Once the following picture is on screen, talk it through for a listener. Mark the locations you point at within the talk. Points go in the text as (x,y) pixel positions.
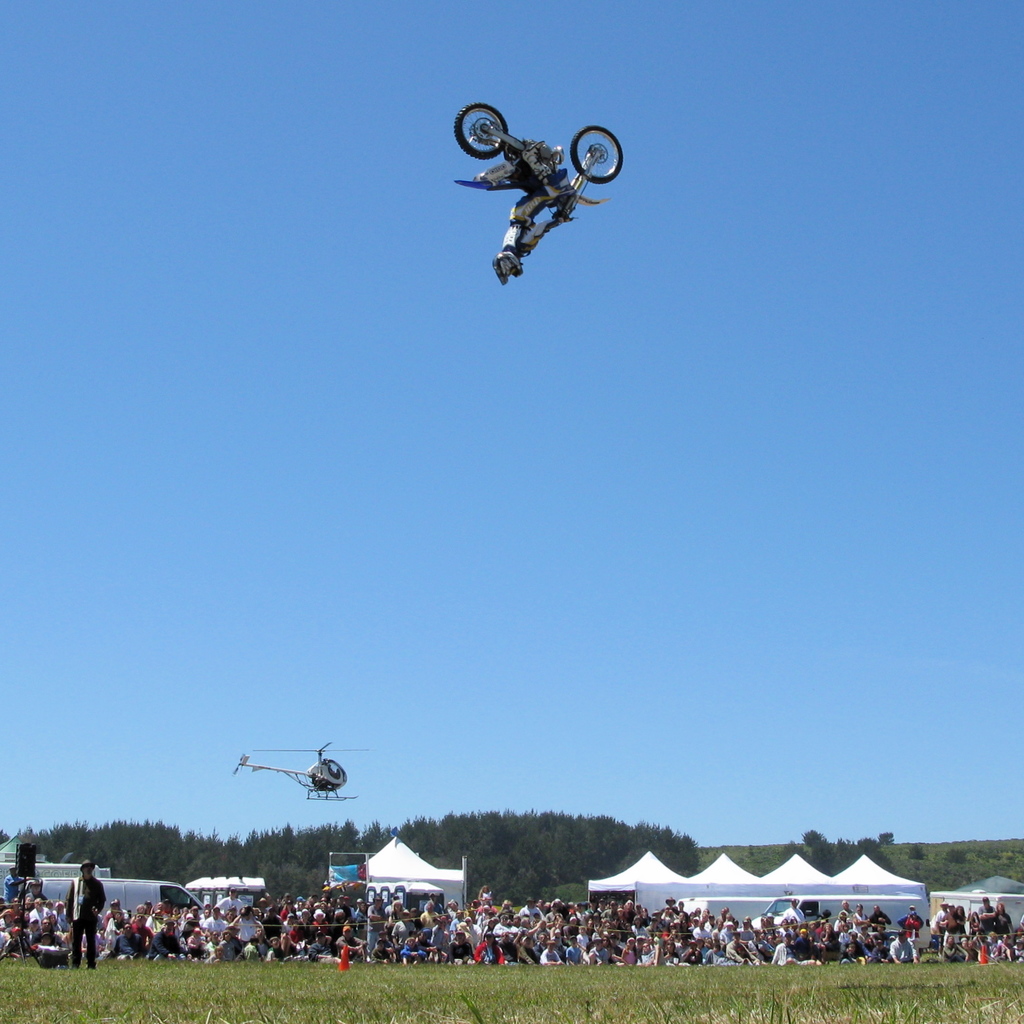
Here we can see a man (549,192) doing stunts with a bike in the air (430,510) and there is a helicopter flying in the sky (373,223). In the background (293,921) we can see few people (430,917) are sitting on the chairs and few are standing and there are tents (912,882) and trees (169,869).
